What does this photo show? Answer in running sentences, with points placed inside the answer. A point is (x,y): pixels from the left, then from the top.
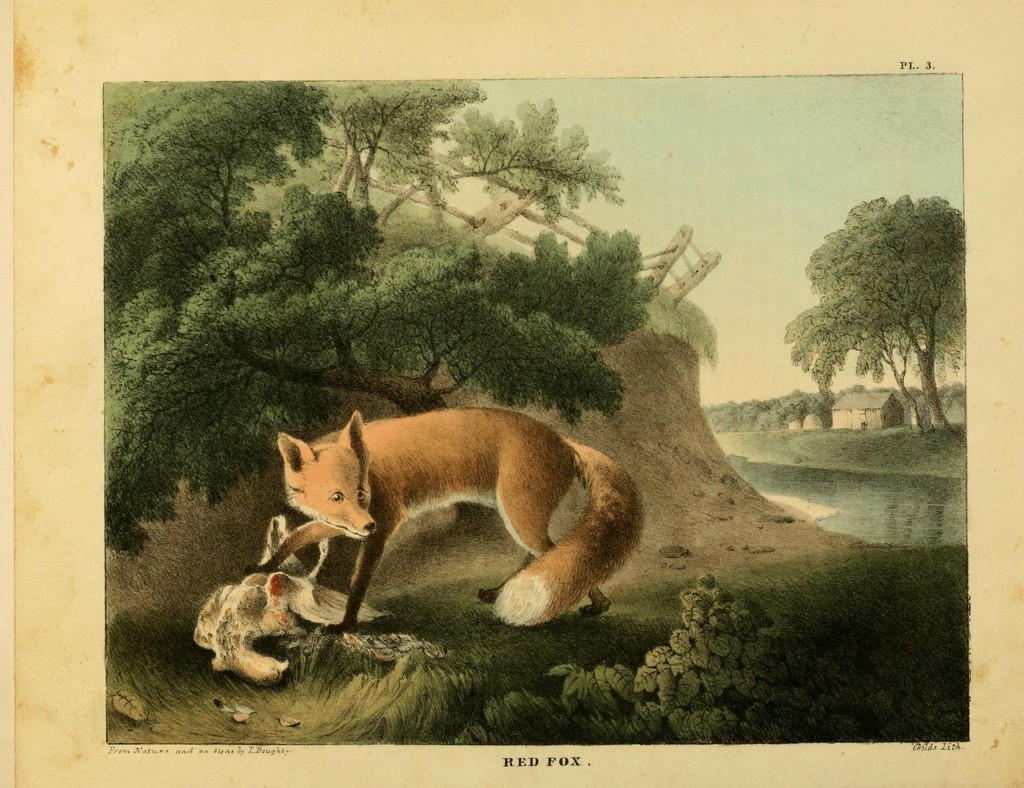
In this picture we can see a paper (974,444), there is an animated picture (876,429) in this paper (818,607), we can see some trees (519,298), an animal (525,542), a plant (684,647), grass (839,616) and water (889,520) in this picture, there is the sky (754,172) at the top of the picture (719,172).
